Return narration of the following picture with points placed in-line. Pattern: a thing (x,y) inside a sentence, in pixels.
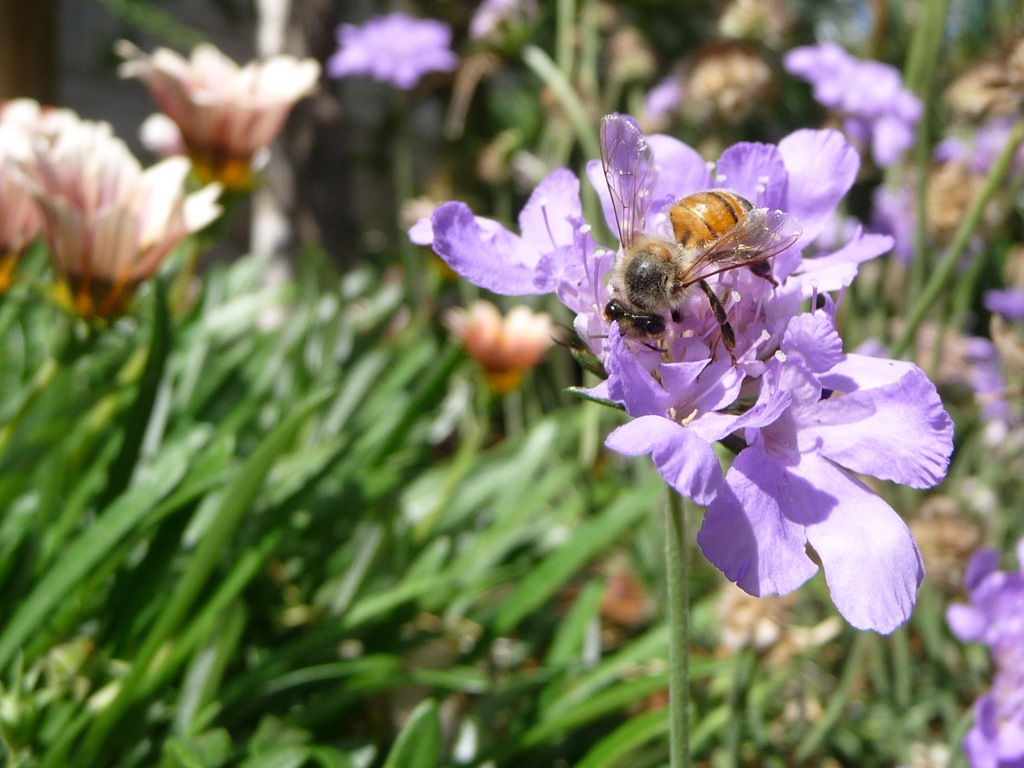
In this image we can see there is an insect (695,261) on the flower (678,413) and at the back (293,447) there are plants (291,447) with flowers (70,231).
